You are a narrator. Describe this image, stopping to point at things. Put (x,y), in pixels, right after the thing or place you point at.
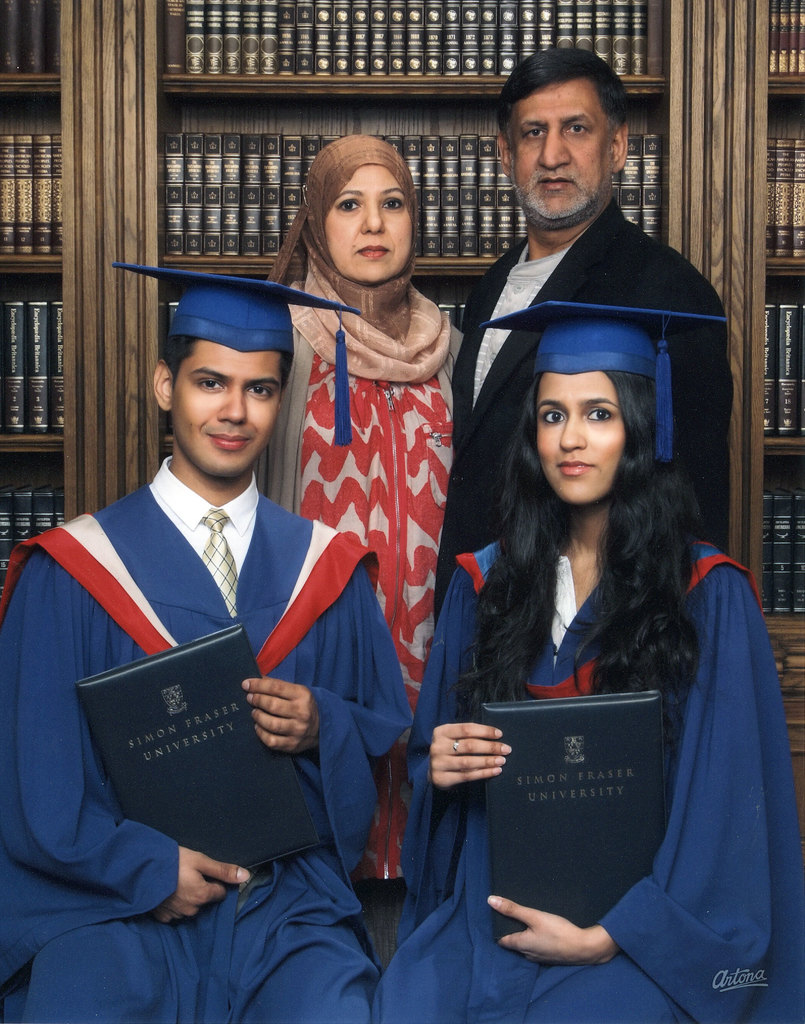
Here we can see four people (308,891). These two people (326,896) are sitting and holding books (559,804). Backside of these people (547,476) there are racks (671,73) filled with books (777,22).
